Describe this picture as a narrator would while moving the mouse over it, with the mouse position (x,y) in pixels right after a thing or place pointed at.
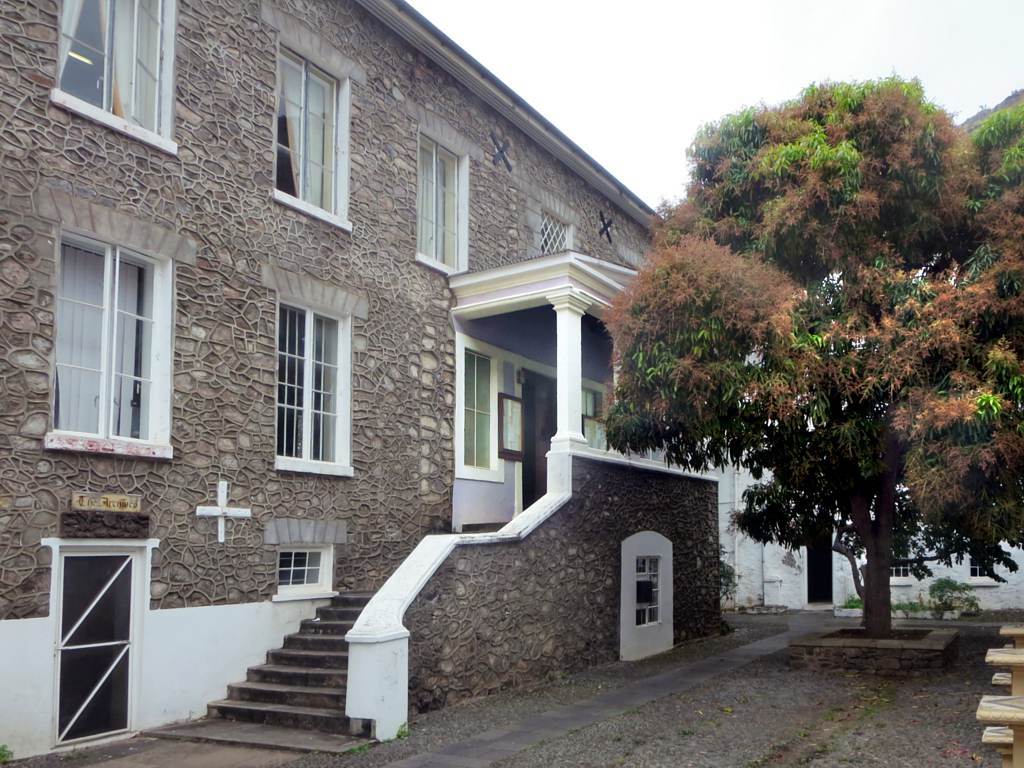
On the left side (185,297) there is a building (91,161) with windows (162,417), pillars (578,377), doors (105,655) and steps (317,632) with wall (366,616). On the right side (861,474) there is a tree (859,499). At the top (869,54) there is sky (974,64).
